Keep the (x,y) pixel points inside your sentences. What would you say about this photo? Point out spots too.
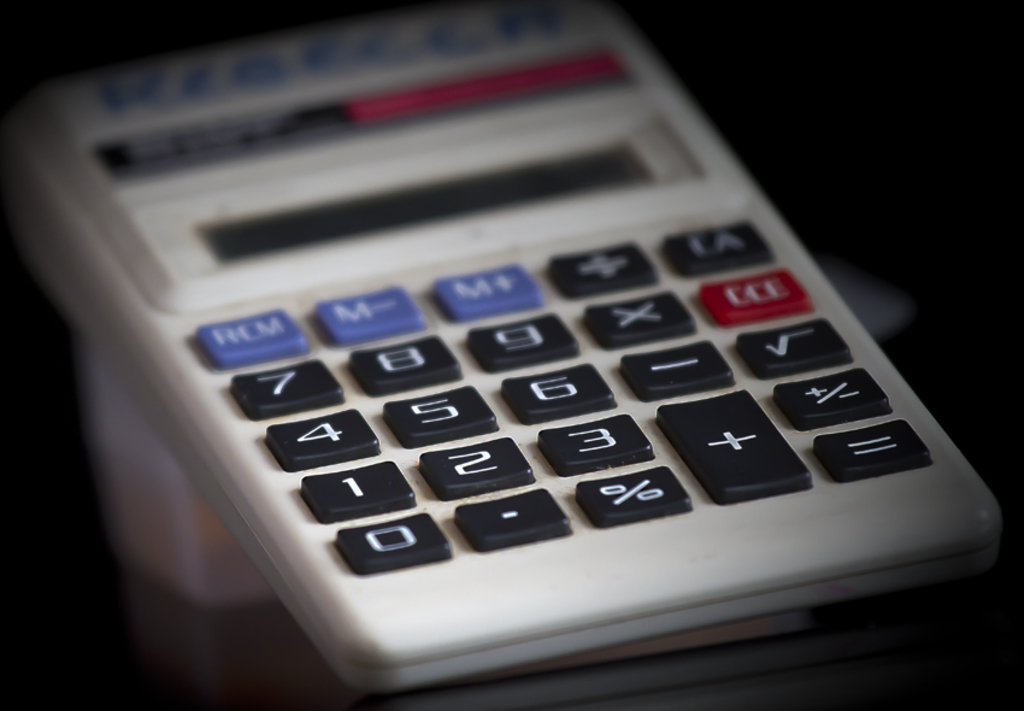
In this picture there is a calculator (653,354). There is text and there are numbers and symbols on the buttons (540,402) on the calculator (662,377). At the bottom (66,686) it looks like a table (738,665) and there is a reflection (888,662) of a calculator (344,644) on the table (494,709). At the back (753,43) there is a black background (929,78).
